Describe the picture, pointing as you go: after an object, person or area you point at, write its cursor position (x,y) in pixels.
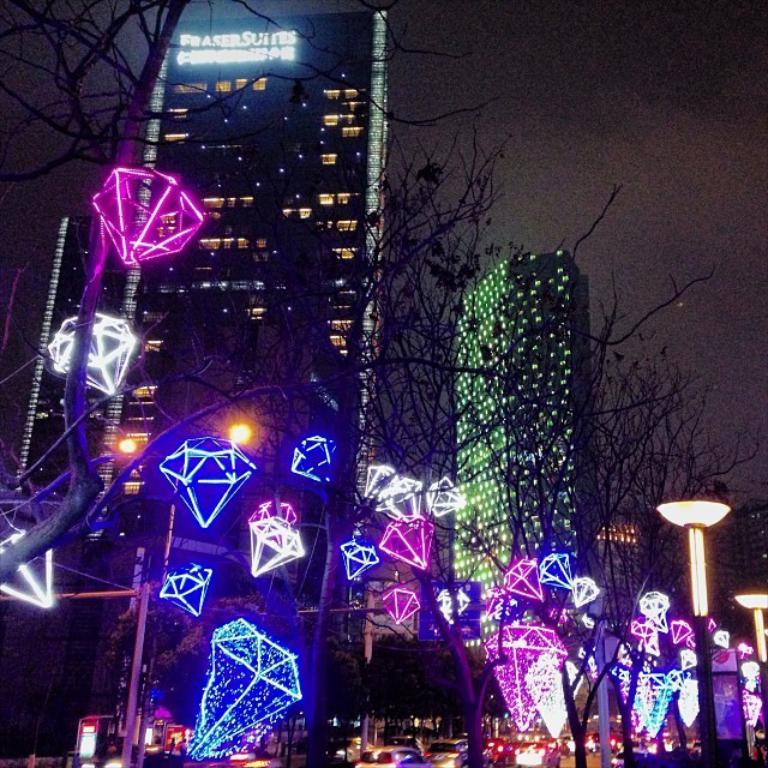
In the image there are trees (321,719) and there are some lights (265,534) attached to those trees (35,539), behind the trees (118,72) there are some vehicles (484,757) on the road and in the background (338,295) there are buildings (217,323).
